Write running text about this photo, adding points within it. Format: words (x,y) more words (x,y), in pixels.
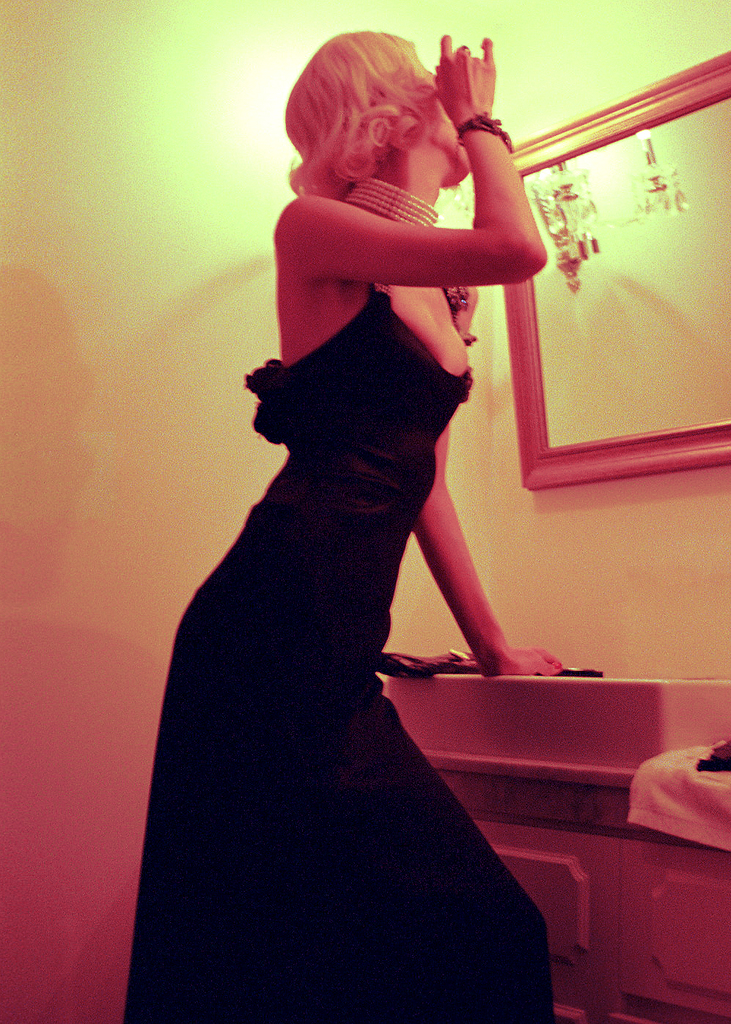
In the image there is a lady (367,780) standing. In front of her there is a table (474,726) with a few items (412,667) on it. And in front of her on the wall (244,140) there is a mirror (690,385). On the mirror (628,231) there are lights (589,178). Behind her on the wall (159,264) there is a light (261,99).
